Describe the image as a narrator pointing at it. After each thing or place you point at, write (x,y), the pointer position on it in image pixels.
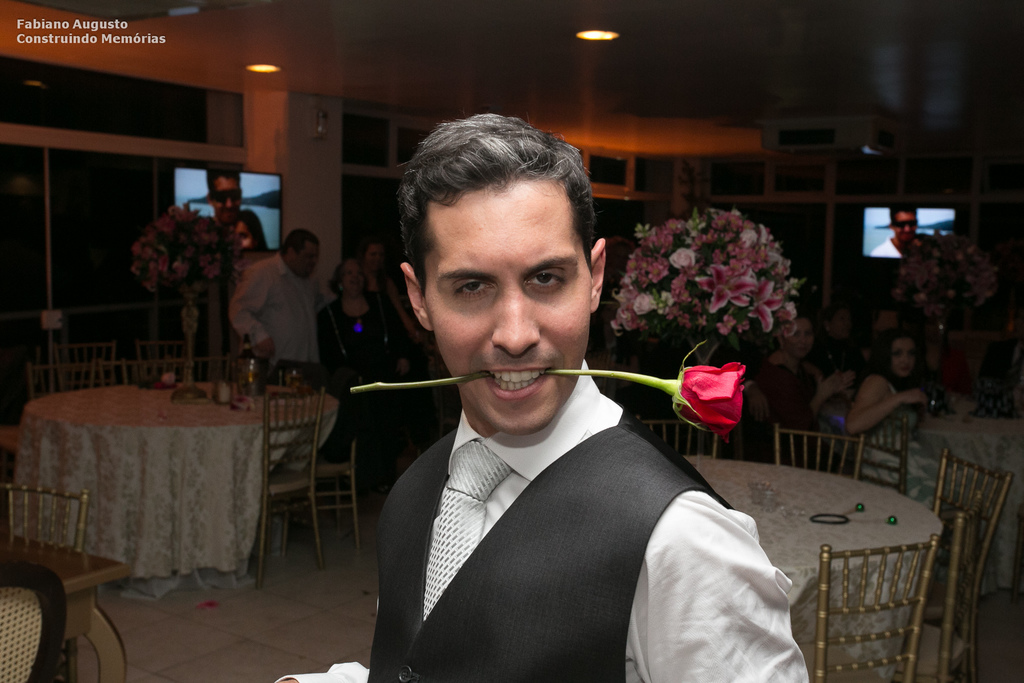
In this image i can see a person (488,559) holding a rose flower (667,383) on his mouth (506,384), in the background (625,315) I can see a flower bouquet (726,307) and there are the tables (814,496) and a woman (888,406) sit on the chair (906,430) and there is a screen (881,234) visible, on the right side (894,227), on the left side (172,265) another screen (197,203) visible and there is a flower pot (184,323) on the table (167,416) and there are the persons (344,306) stand on the floor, and there are the some lights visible on the back ground (272,65) and there is a some text (131,30) written on the left side (133,45) corner.
